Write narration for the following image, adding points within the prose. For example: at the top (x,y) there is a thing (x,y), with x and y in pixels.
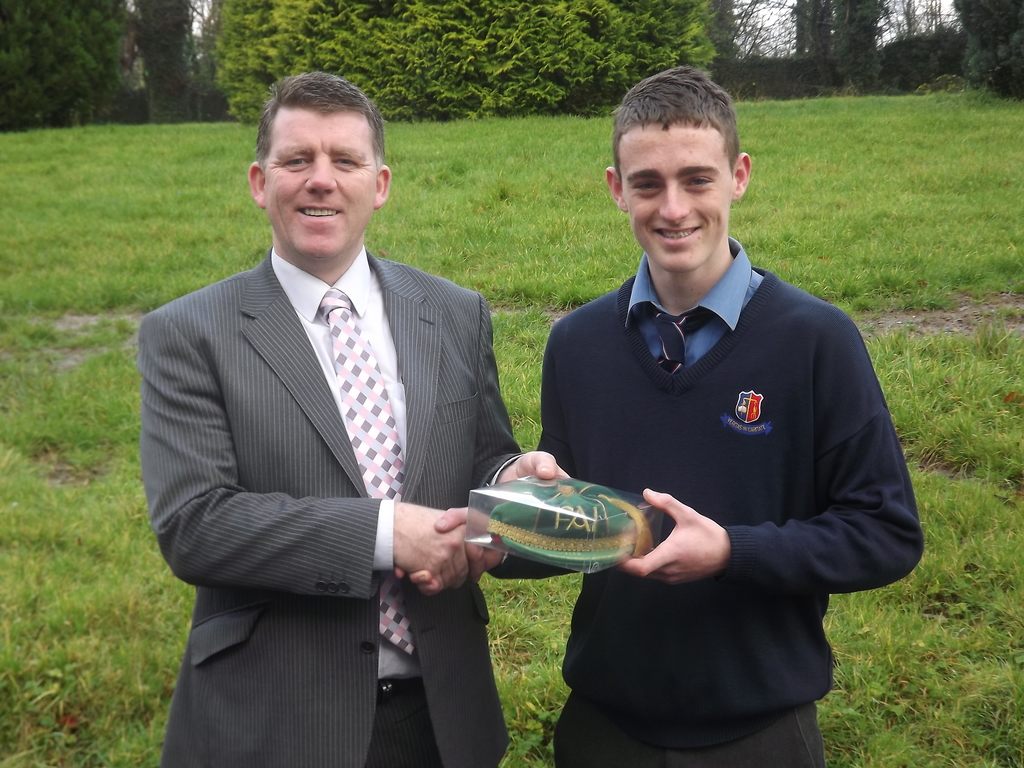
In this image we can see two persons (309,587) standing and smiling and holding an object (622,505). In the background (278,65) we can see the trees (608,36) and also the grass (551,651).
